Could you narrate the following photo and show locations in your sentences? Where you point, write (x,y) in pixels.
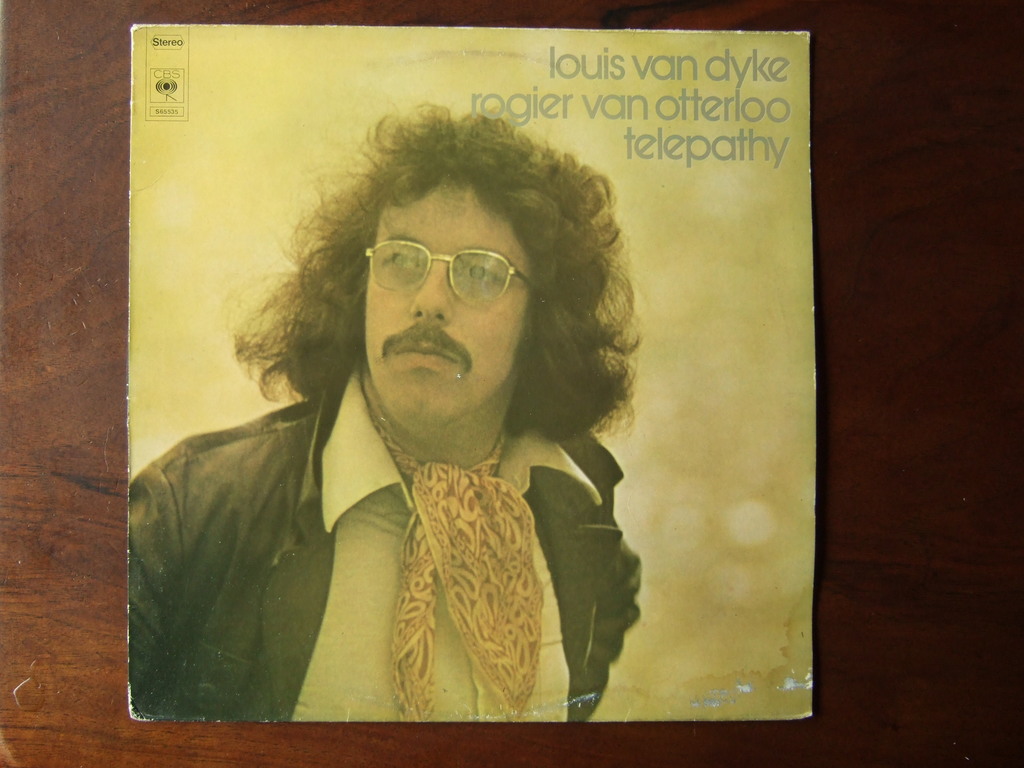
In this picture there is a cardboard (418,430) which has a picture (459,440) of a person (379,484) wearing black jacket (577,559) on it and there is something written above it.
